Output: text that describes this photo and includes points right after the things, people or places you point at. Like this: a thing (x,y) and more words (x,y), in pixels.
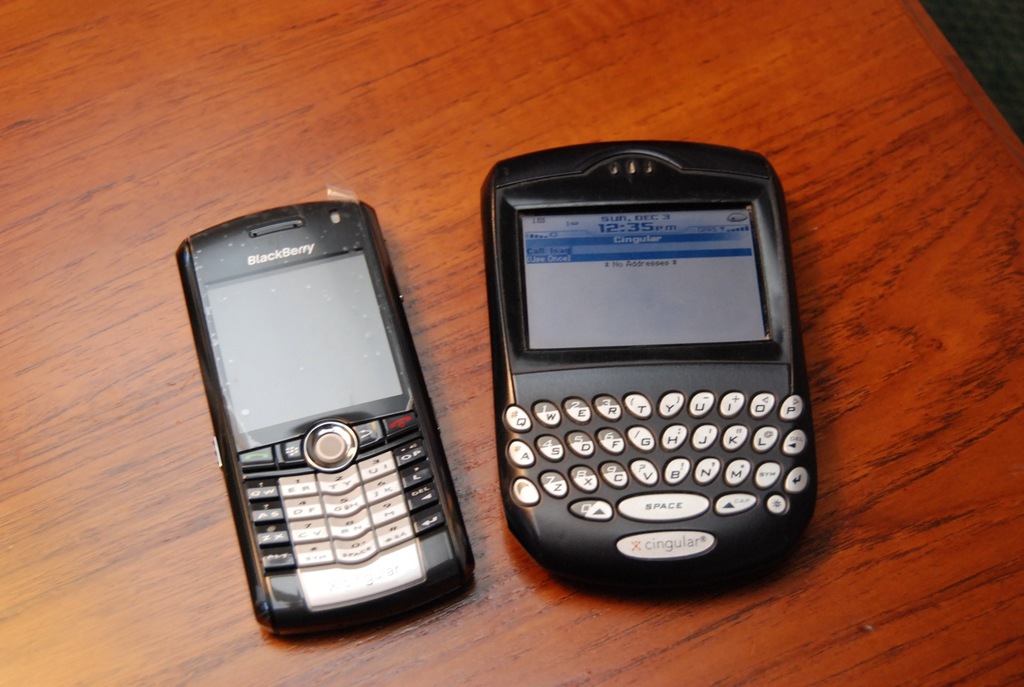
In this picture I can see two mobile phones (595,482) which is kept on the table (929,545). In the top right corner (961,22) I can see the darkness (1019,13).
